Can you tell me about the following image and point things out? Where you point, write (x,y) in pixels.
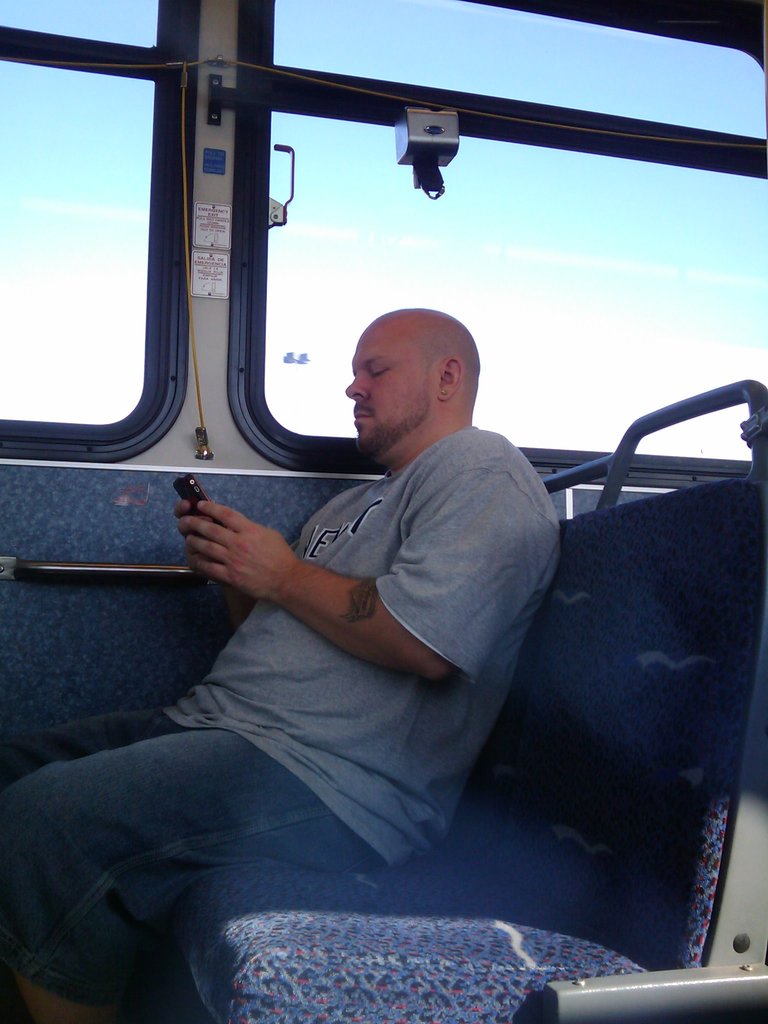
In this image I can see the person (301,735) sitting on the seat (503,885). The person (277,777) is wearing the grey and blue color dress (255,707) and also the seat (515,827) is in blue color. To the side of the person (374,368) I can see the windows (350,211). The person (401,322) is sitting inside the vehicle (96,542). And I can see the sky (359,220) through the window (269,301).
